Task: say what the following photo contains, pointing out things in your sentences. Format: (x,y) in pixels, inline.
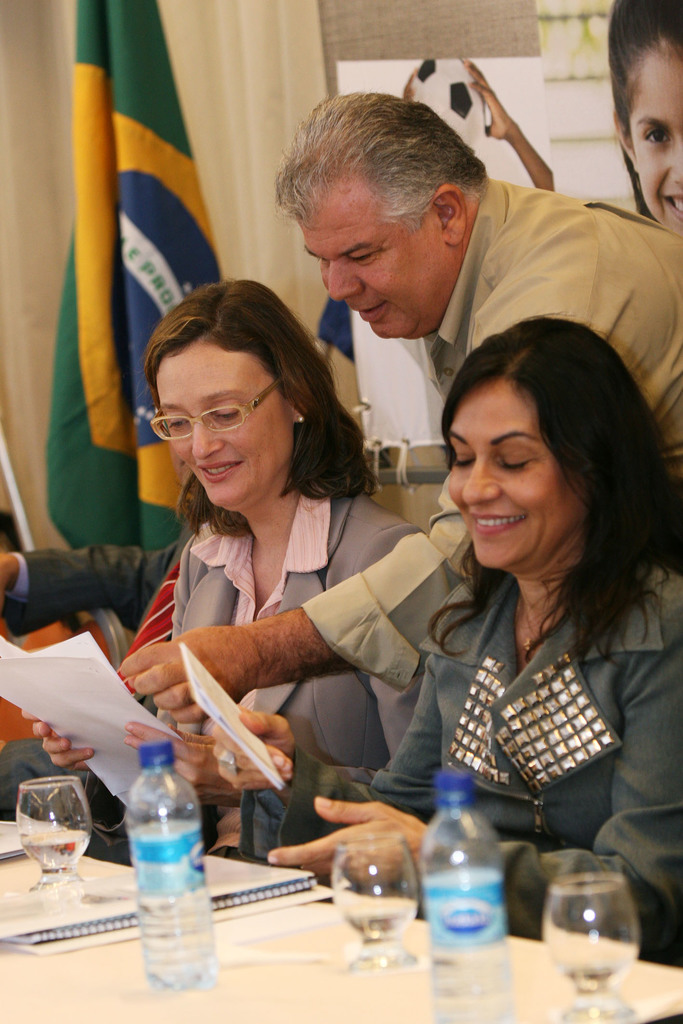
In this picture there are two women (614,532) sitting besides a table (229,888), behind them there is a man (580,284). On the table (296,875) there are bottles (143,892) and glasses (604,948). All of them are facing left side. A man (264,650) is wearing a cream shirt (623,329). In the background (100,343) there is a flag (110,350) and a wall (436,55), to the wall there are some photographs (543,32).
